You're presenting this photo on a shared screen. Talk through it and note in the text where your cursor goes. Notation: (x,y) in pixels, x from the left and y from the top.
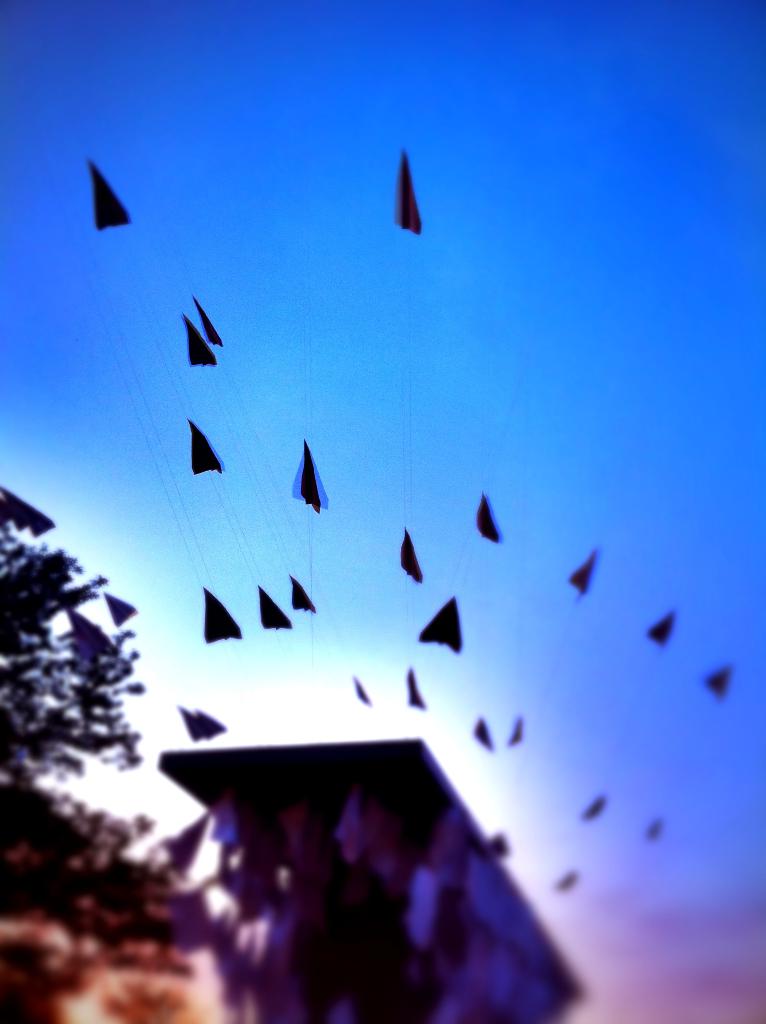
In this image there are paper kites (487,733) and in the left side (62,777) there is a tree (51,830), near to the tree (104,814) there is a building (384,823) in the background (459,267) there is blue sky (506,143).
